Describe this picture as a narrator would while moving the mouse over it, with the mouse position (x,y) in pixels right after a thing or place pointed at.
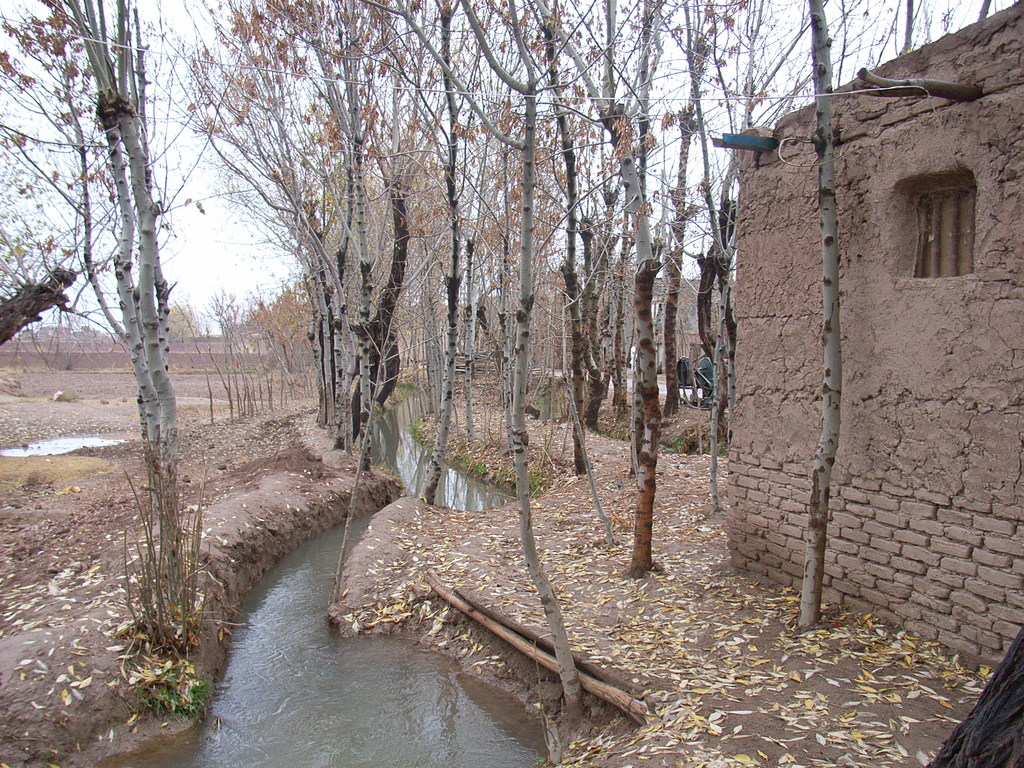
In this image we can see the brick house (929,360) and also trees (452,255) and water (414,682). We can also see the dried leaves (668,610) on the land (805,710). Sky (205,167) is also visible.
